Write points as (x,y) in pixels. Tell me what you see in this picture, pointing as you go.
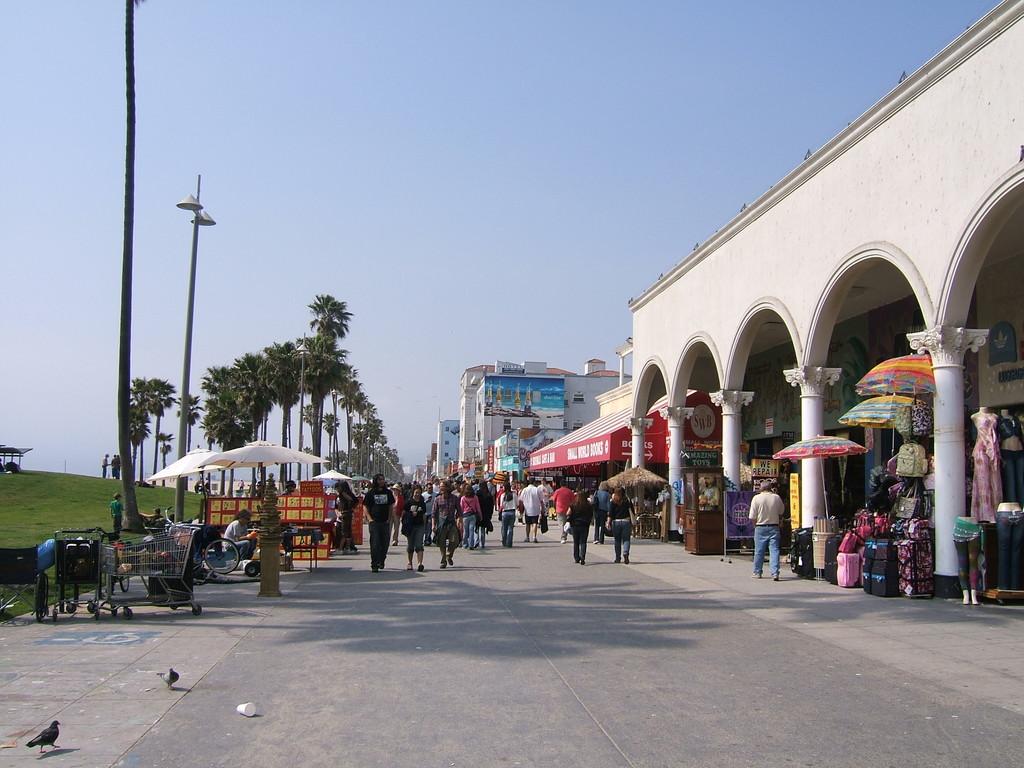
In the image there is a road (537,669) in the middle (365,504) with many people (481,522) walking on it, on the right side (738,363) there are buildings (508,417), on the left side (220,407) there are trees (220,407) on the grass land (101,496) and above its sky (406,25).
